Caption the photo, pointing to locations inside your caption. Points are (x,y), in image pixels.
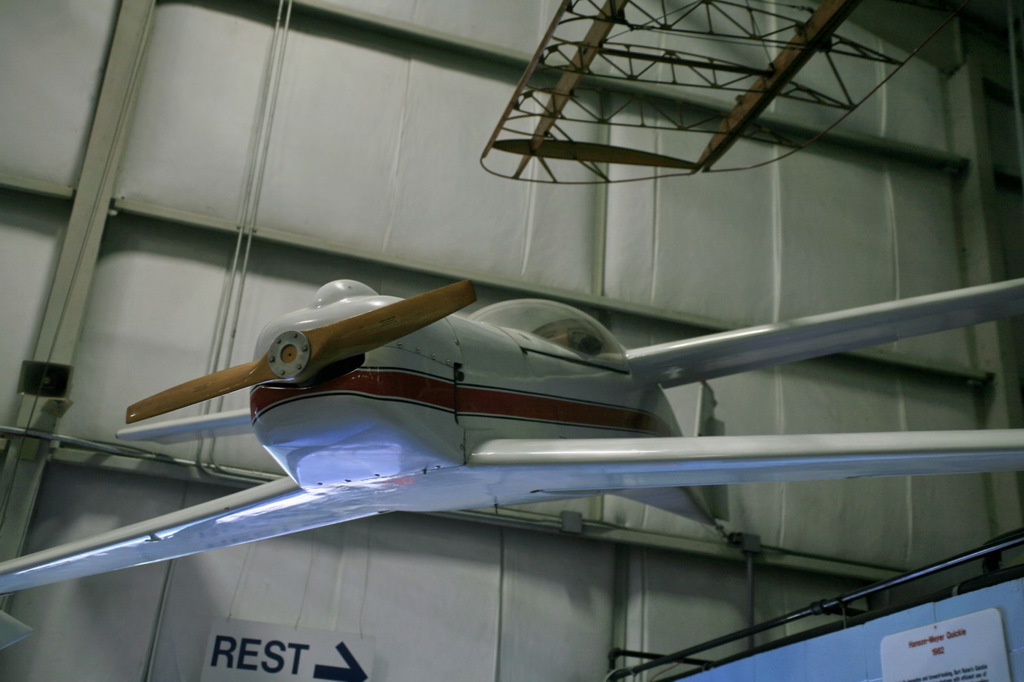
In this image there is an aircraft (531,391) in a shed (30,329). On the right side of the image (843,621) there is a metal rod fence (895,577). On the fence (910,582) there is a display board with text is hanging. Behind the aircraft (613,414), there are metal rods (75,193), pipes (264,110), speaker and a sign board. On top of the aircraft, there is a metal structure (562,112).
